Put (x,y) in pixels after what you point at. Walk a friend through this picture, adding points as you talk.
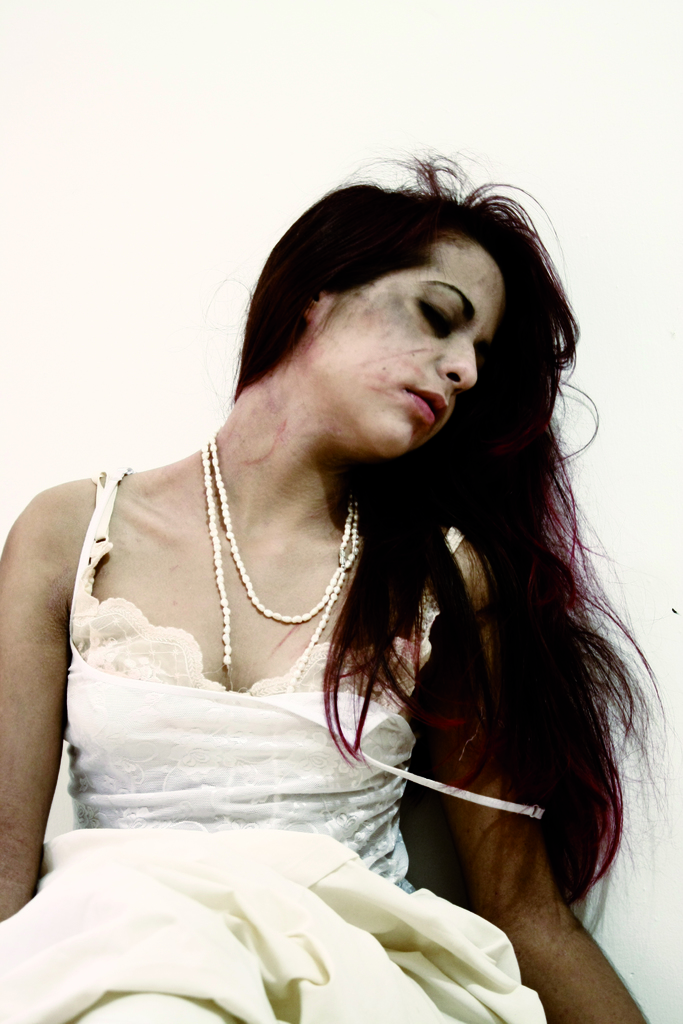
In the picture I can see a woman (318,789) is wearing white color clothes (298,836). The background of the image (661,385) is white in color.
